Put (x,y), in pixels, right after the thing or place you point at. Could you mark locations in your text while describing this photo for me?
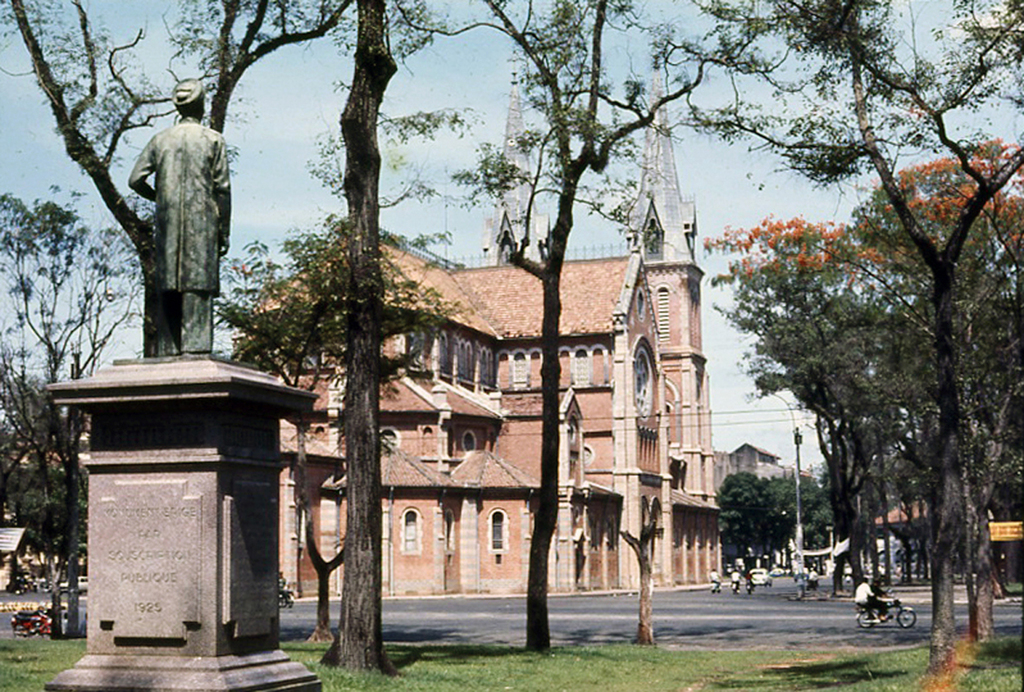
In this image, on the left (176,334) there is a statue (176,334). In the middle (611,403) there are trees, buildings (506,469), vehicles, people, poles (800,430), road (668,594), grass (543,652), flowers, sky (726,199) and clouds (726,164).
